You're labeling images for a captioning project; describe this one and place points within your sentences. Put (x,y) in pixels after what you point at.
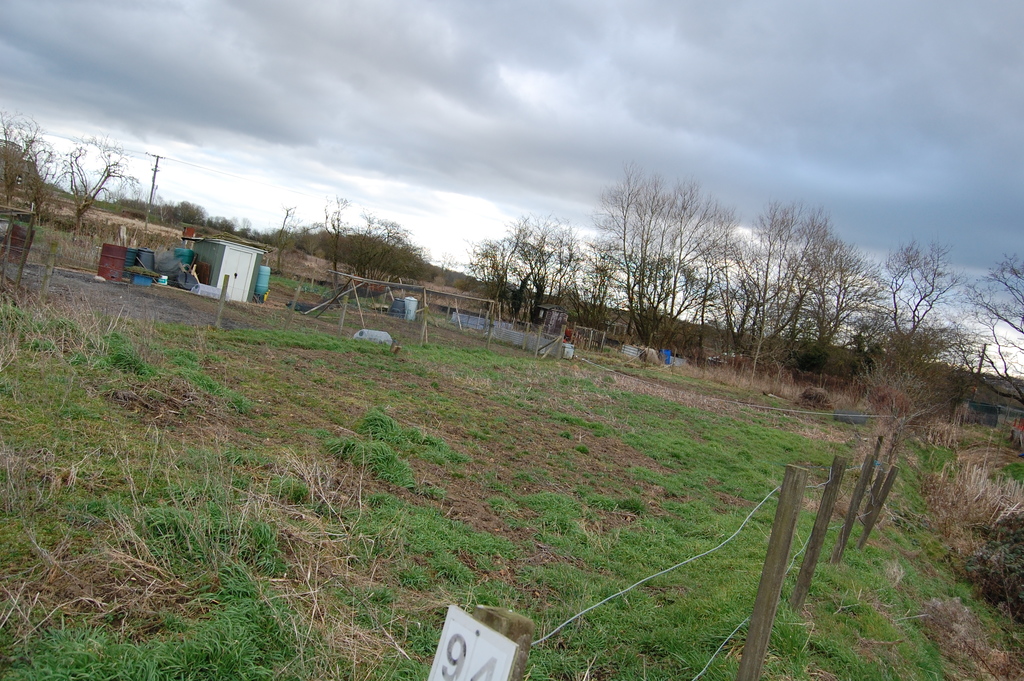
At the bottom of the picture (489,636), we see a white board (471,648) with numbers (451,644) written on it. Beside that, we see the grass (395,580) and we even see the wooden fence (877,467). In the middle of the picture (344,291), we see wooden sticks (422,321), a white shed (238,293) and drums (148,258). There are trees (421,254) and electric poles (154,177) in the background (678,285). At the top (677,163), we see the sky (567,142).
